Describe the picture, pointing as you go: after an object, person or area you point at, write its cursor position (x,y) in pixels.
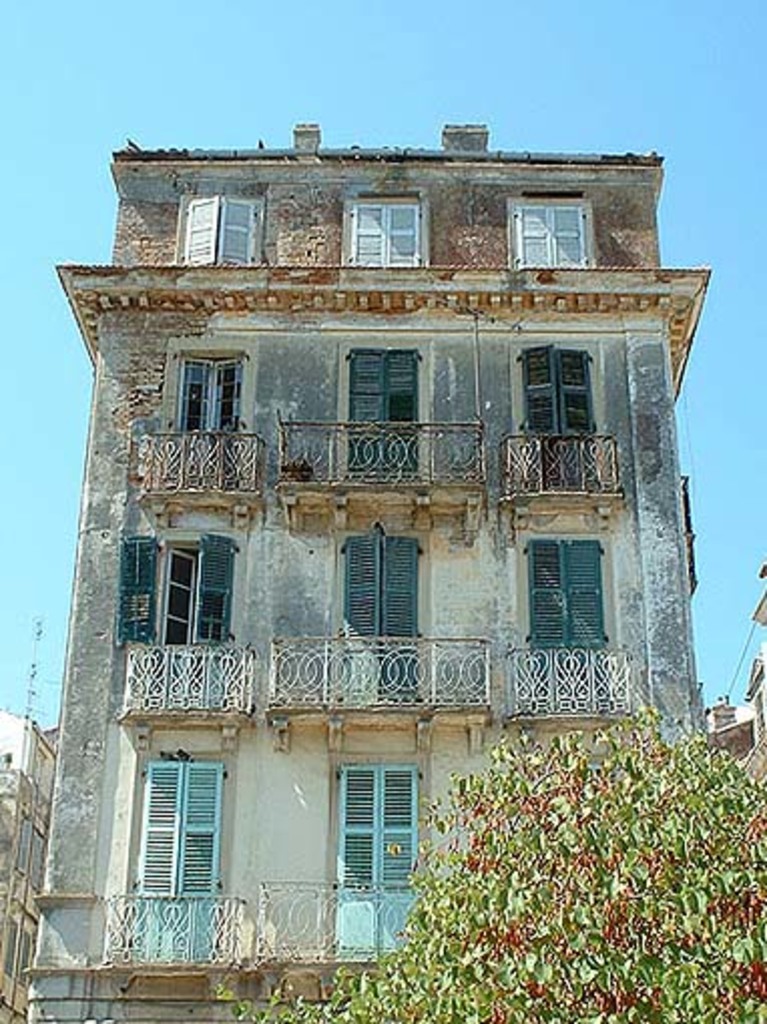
In this image I can see few plants (495,954). In the background (434,415) I can see few buildings (306,745) and glass windows (576,387) and the sky (317,74) is in blue color.
